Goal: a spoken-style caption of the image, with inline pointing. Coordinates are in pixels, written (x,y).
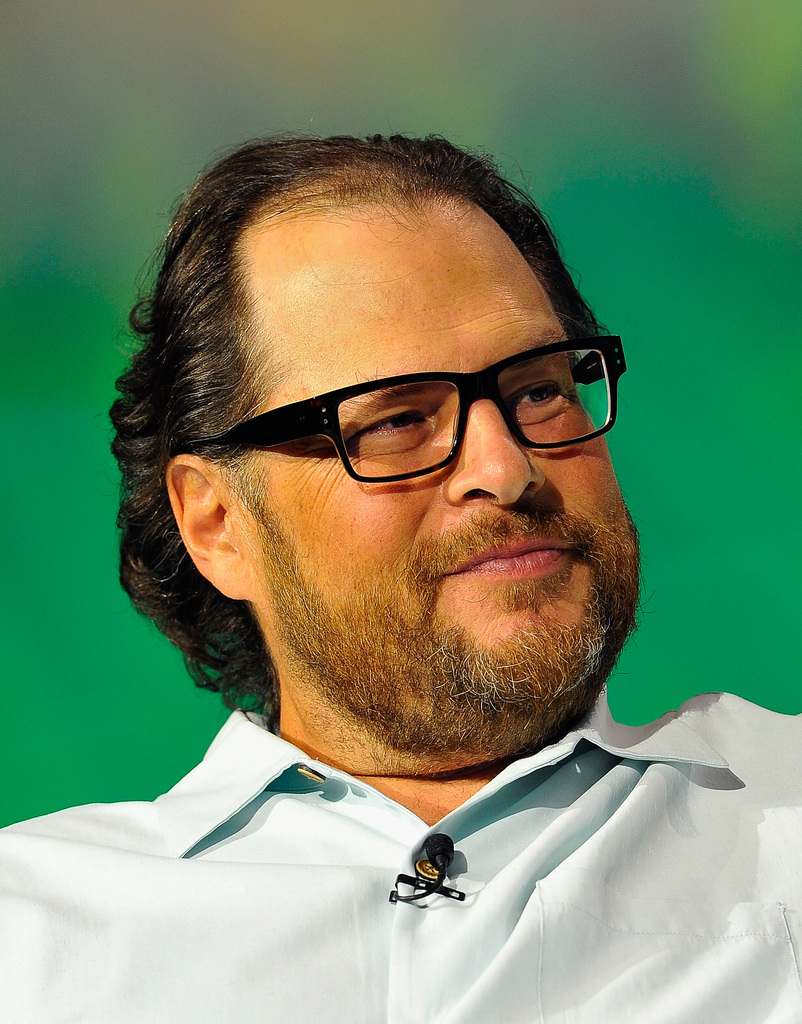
This picture consists of a person (504,441) wearing spectacle (352,410).
